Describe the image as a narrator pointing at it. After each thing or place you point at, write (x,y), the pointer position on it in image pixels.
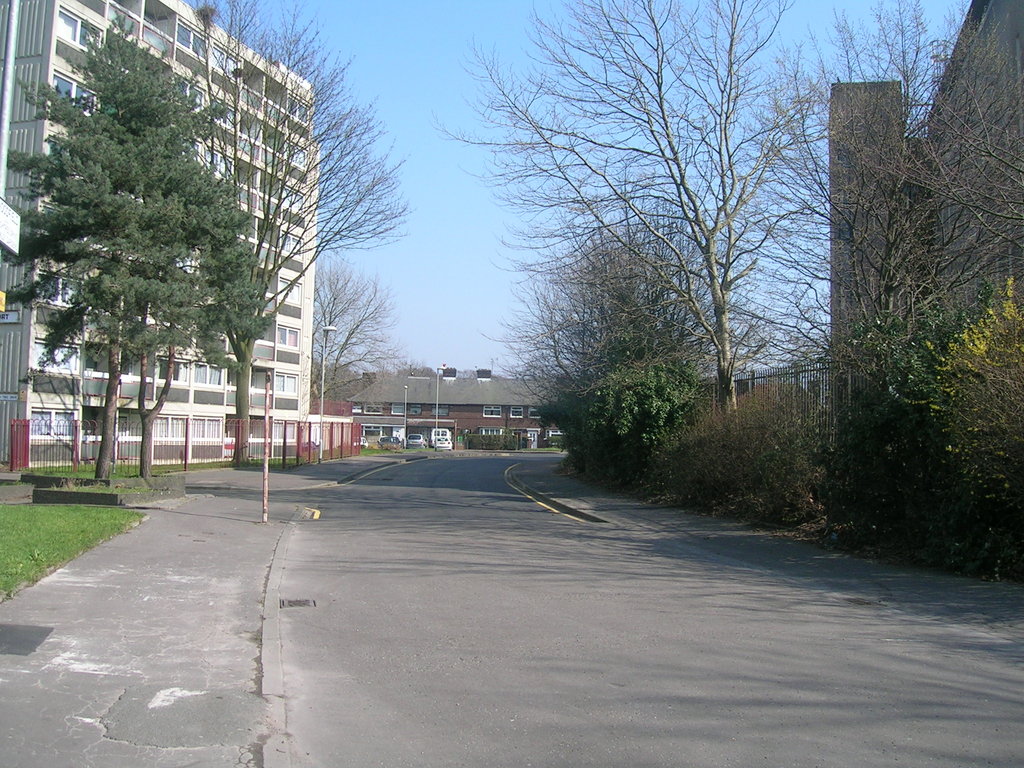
This picture consist of outside view of a city (575,501) and in the middle (510,486) I can see a road (380,486), on the left side (294,73) I can see a building (235,68), in front of the building (186,399) I can see red color fence (181,435) and trees (156,237). in the middle (494,400) I can see a building (490,380) and the sky (480,291) and street light pole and on the right side (894,206) I can see the wall (987,105) and trees (931,206).
